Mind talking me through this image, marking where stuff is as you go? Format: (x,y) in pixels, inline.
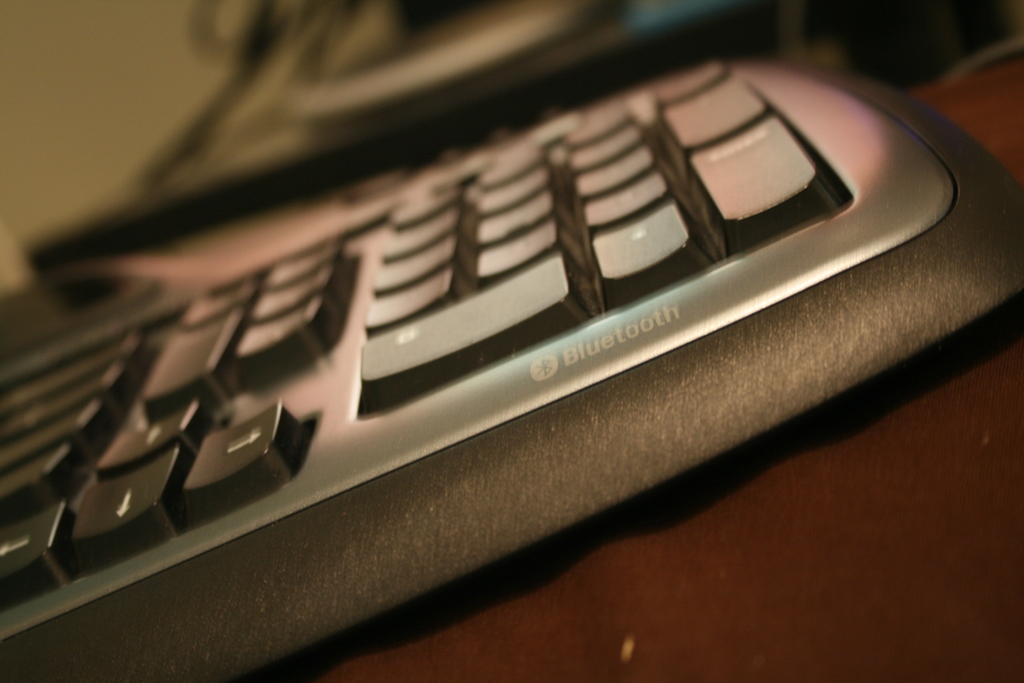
In this image we can see a keyboard (554,339) with some text (542,373) on it placed on the surface (917,482).
